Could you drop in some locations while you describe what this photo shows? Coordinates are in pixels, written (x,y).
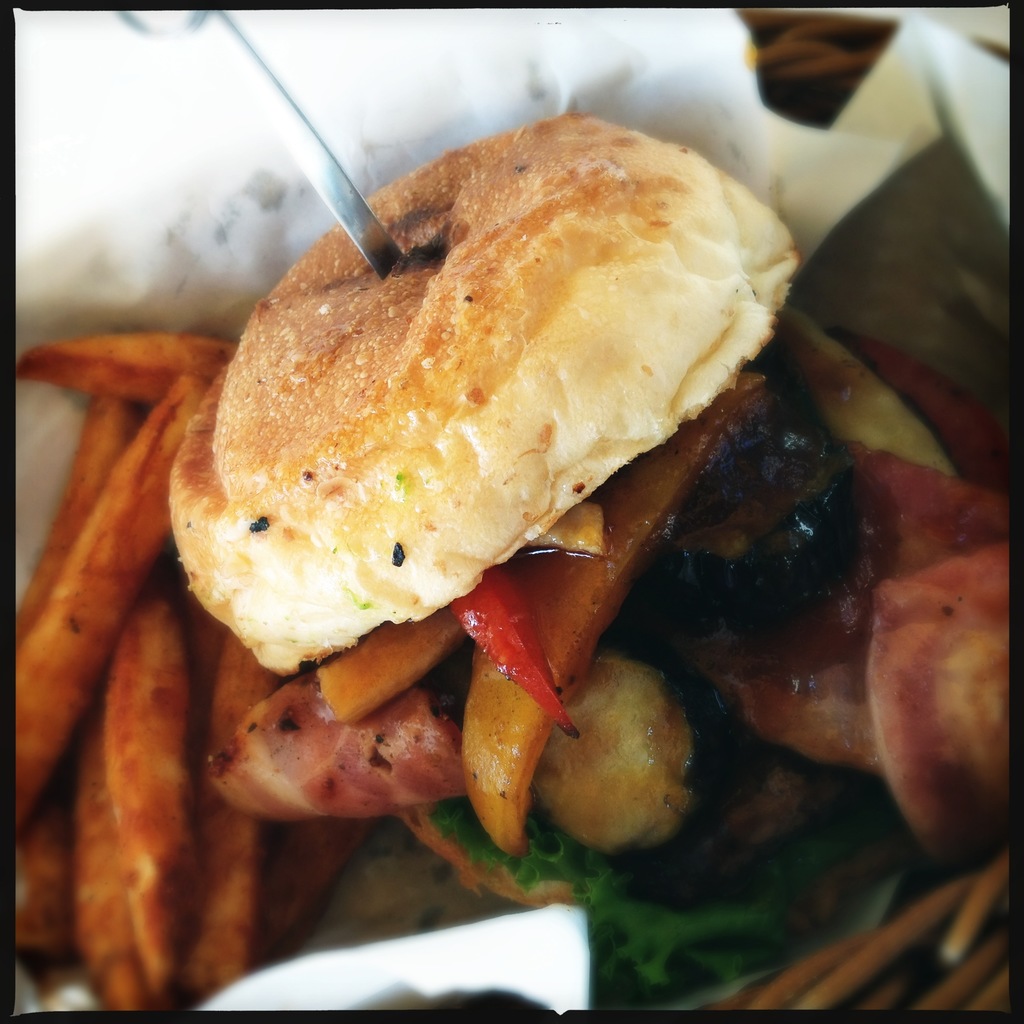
In this image we can see some food (874,664), one knife (293,98) and some objects (801,80) on the surface (978,27).
